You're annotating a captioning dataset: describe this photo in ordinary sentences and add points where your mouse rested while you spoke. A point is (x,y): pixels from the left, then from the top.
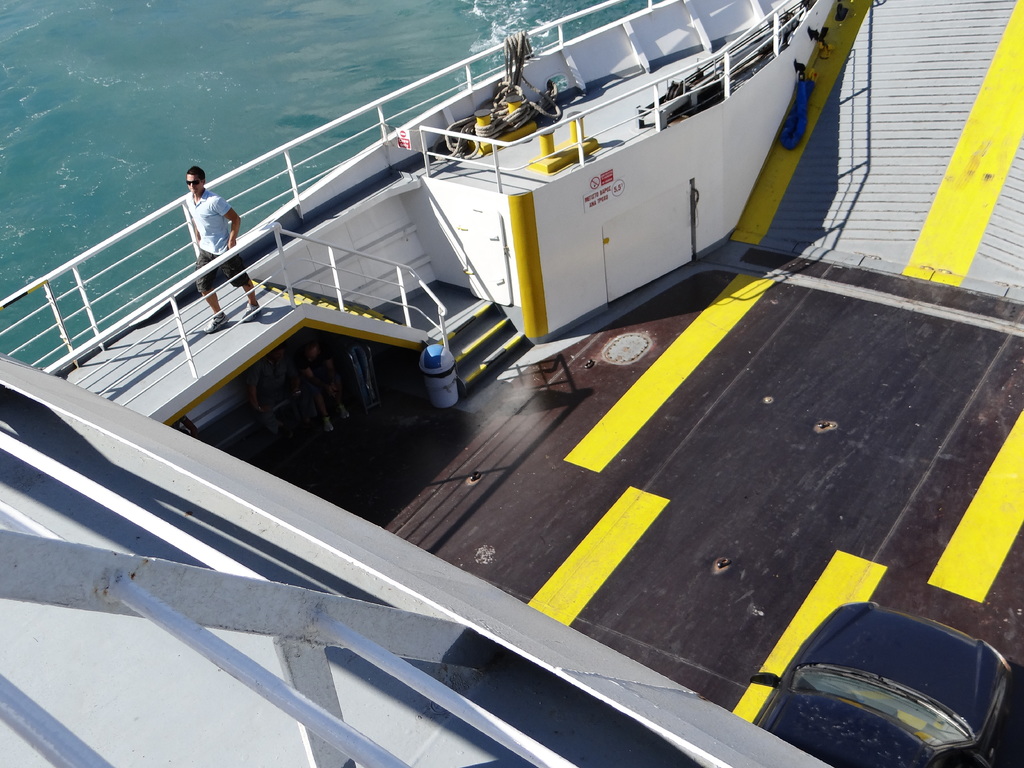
In this image I can see water (293,17), a car (872,608), a dustbin (420,367), ropes (463,141) and here I can see few people (193,192). I can see he is wearing shirt (214,236), shorts (208,287), shoes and shades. I can also see something is written over here.
